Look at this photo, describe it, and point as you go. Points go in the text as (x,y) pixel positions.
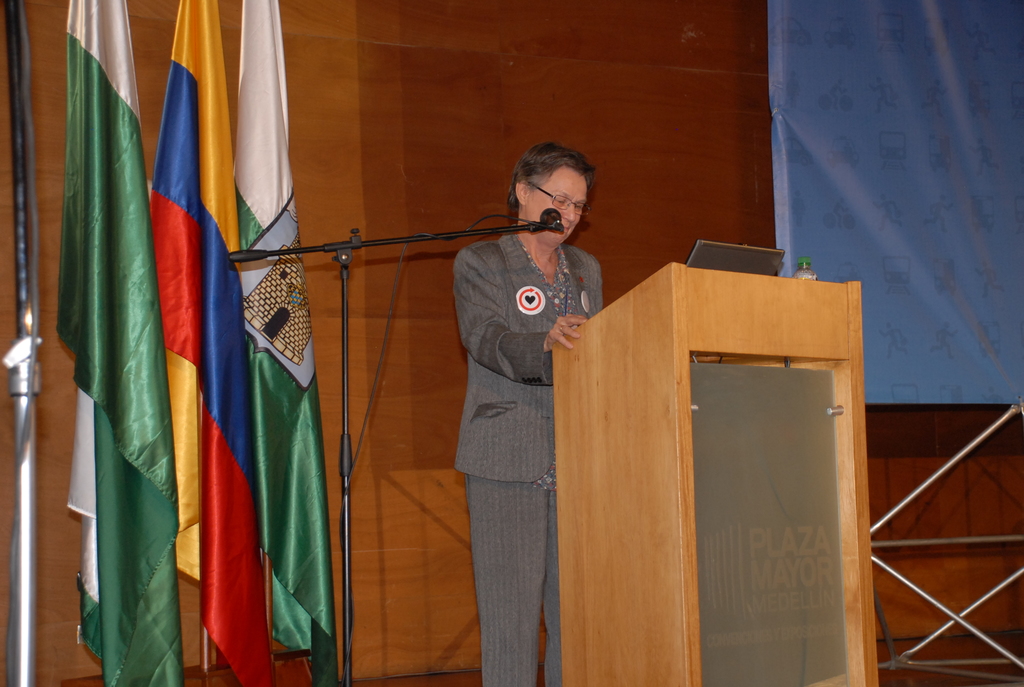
In this image we can see a person (483,339) wearing blazer (516,307) and spectacles (561,198) is standing near the wooden podium (578,419) where a laptop (724,267) and water bottle (807,263) are placed. Here we can see the mic (559,227) to the stand (346,322), flags (301,391) to the pole (24,297), wooden wall (392,88) and the banner (831,129) here.
